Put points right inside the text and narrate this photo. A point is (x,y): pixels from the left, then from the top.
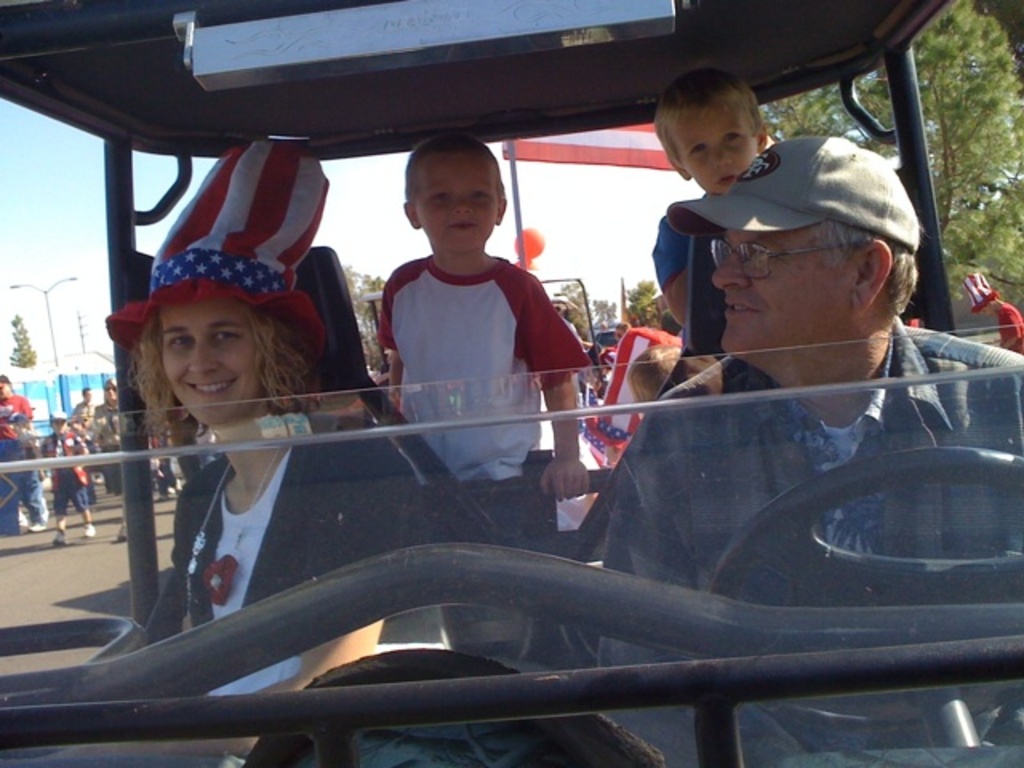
In this image I see a man (979,345) who is wearing a cap (787,221) and I can also see there is a woman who is also wearing a cap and both of them are smiling, I can also see there are 2 children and all of them are in the vehicle (157,690). In the background (1006,18) I see few people (81,441), trees (973,206) and a pole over here.
